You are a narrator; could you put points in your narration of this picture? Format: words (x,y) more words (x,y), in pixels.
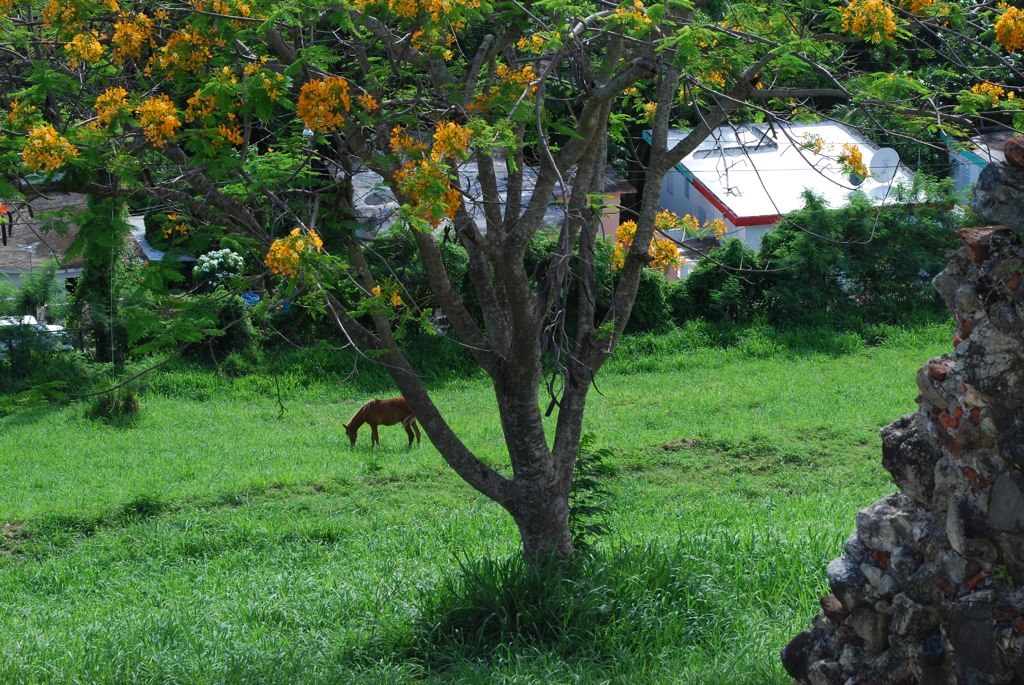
In this image I can see the grass (280,589), the rock wall (940,558) and a tree (514,344) to which I can see few flowers (319,104) which are orange in color. In the background (351,438) I can see an animal (399,424) is standing and grazing the grass (332,442), few buildings (671,172) which are white in color and a vehicle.
